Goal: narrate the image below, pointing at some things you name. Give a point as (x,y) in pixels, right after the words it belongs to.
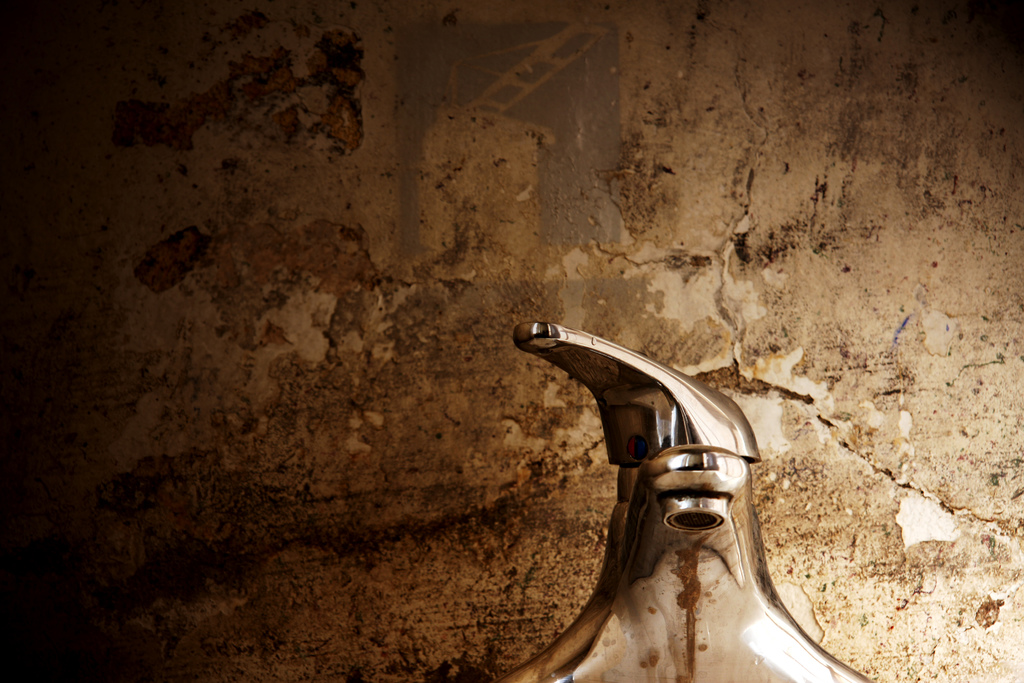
In this picture there is a water tap (782,638) near to the wall (826,304).
